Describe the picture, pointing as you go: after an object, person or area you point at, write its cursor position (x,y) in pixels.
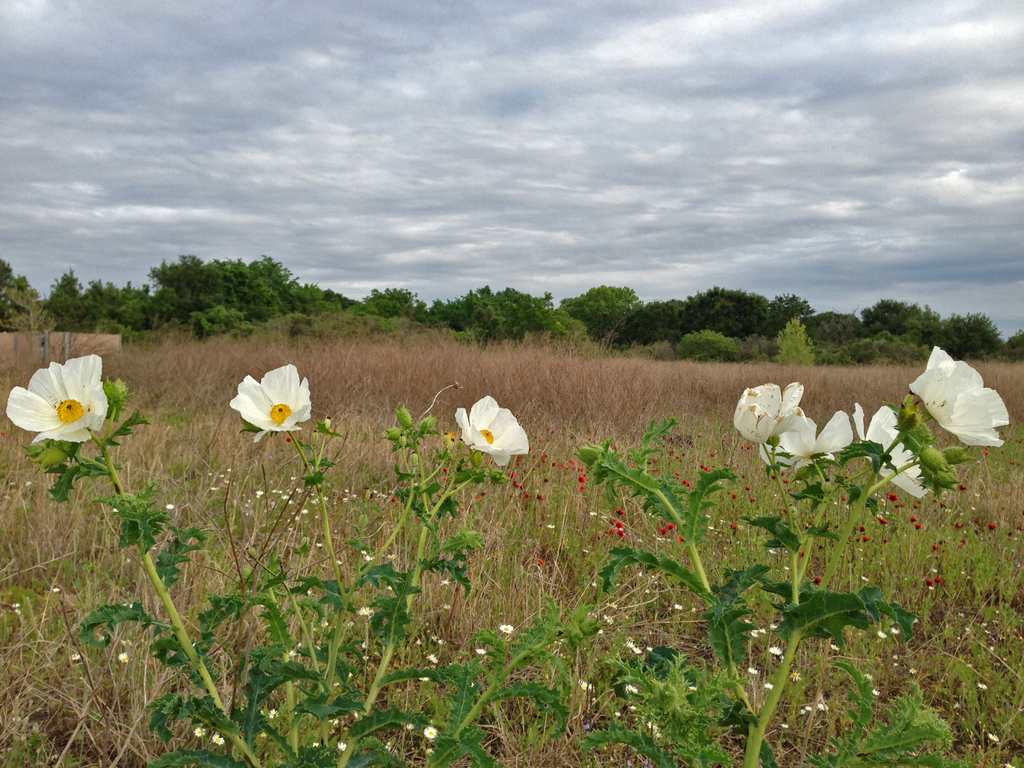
In this picture there are flower plants (966,372) in the center of the image (377,498) and there are trees (182,264) in the background area of the image (272,315).
